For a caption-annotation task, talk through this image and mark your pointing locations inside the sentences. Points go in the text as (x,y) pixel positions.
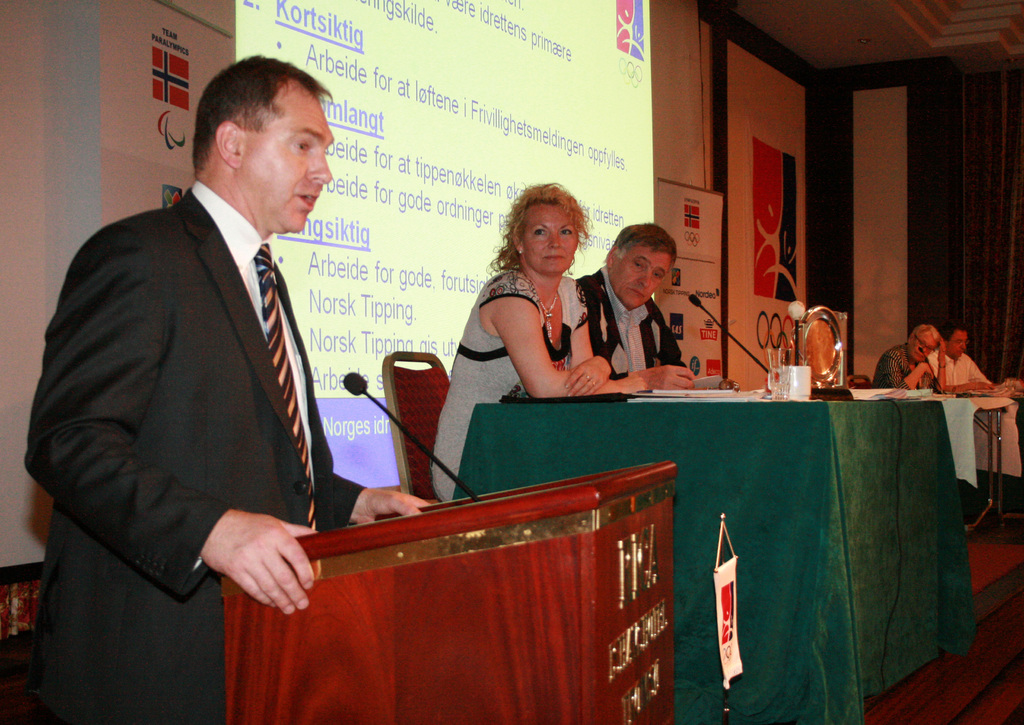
In this image on the left (204,351) there is a man (226,381), he wears a suit (238,327), shirt (253,249), tie (269,311), in front of him there is a podium (512,558) and mic (418,442). In the middle (618,368) there is a man (646,339) and woman (518,345), they are sitting, in front of them there is a table (790,438) on that there are glasses (785,377), cups (803,377), mic (723,330) and sheet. On the right (957,363) there are two men (961,381) sitting in front of a table (966,408). In the background (344,120) there is screen (501,174), posters (708,203).
